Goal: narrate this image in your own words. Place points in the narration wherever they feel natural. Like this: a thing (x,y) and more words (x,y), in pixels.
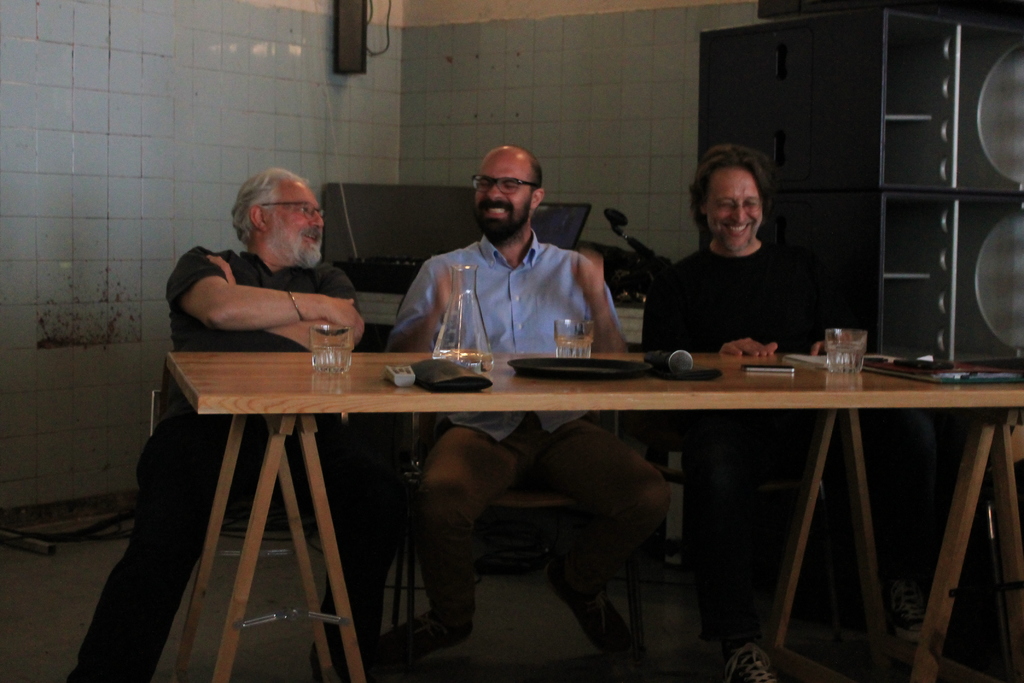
This image consist of three men (261,340) sitting in the chairs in front of table (817,465). On the table (311,408) there are glasses (339,357), mic (690,363) and plate (593,375). To the right (918,221), there are speakers (912,155). In the background (218,116), there is a wall (194,112).
